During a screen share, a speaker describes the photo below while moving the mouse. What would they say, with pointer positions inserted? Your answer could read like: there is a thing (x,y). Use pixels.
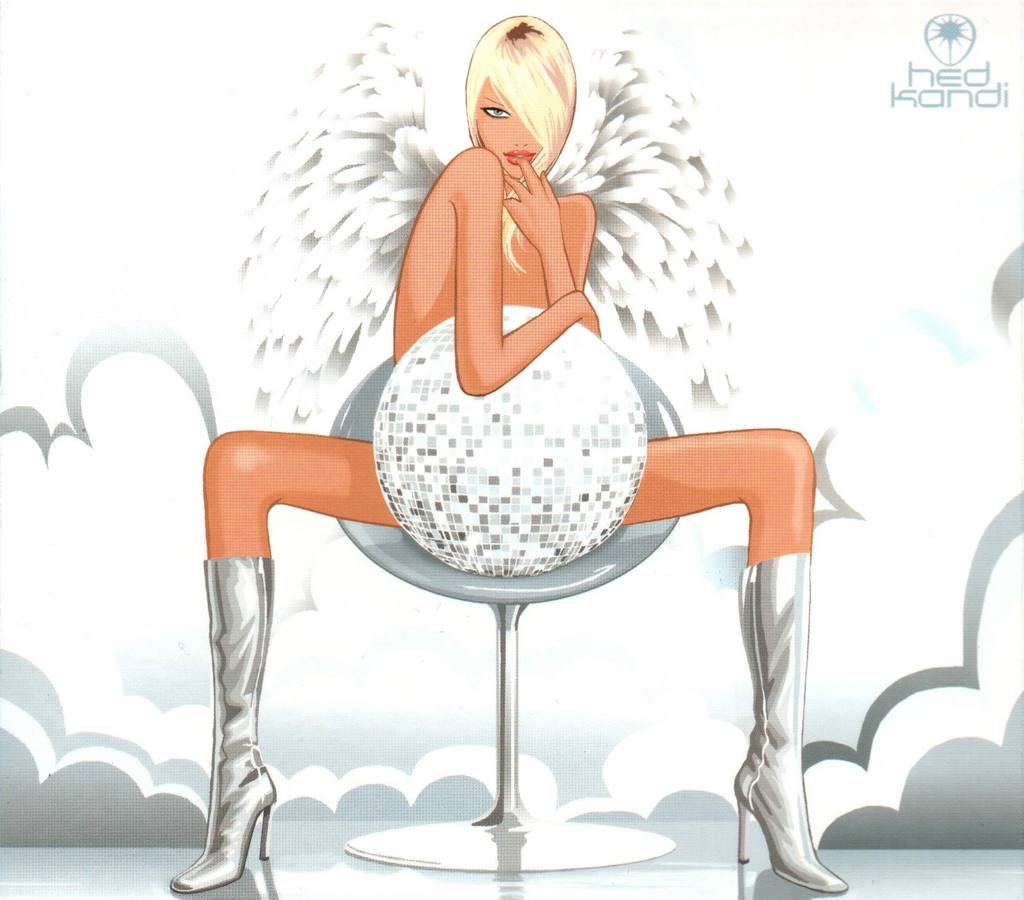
This is an cartoon picture of a woman (406,267) seated on the chair (406,559) holding a ball (438,518) and we see a logo (944,81) on the top right corner (923,70).
